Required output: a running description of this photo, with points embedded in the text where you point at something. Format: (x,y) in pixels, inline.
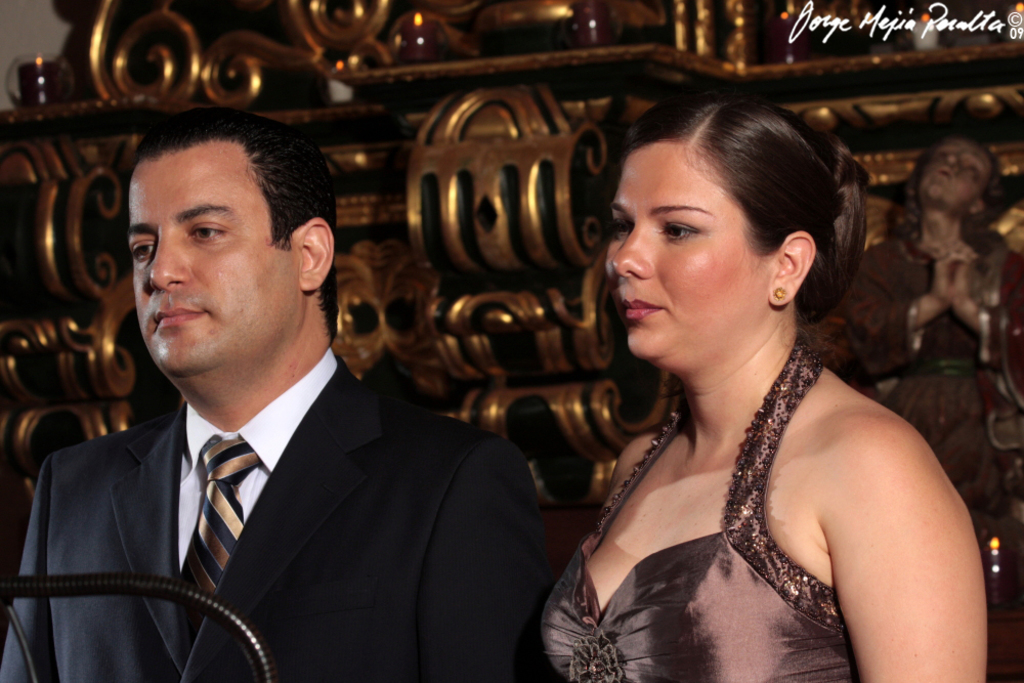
2 people (668,164) are standing. The person (341,379) at the left (205,439) is wearing a suit (126,500).
